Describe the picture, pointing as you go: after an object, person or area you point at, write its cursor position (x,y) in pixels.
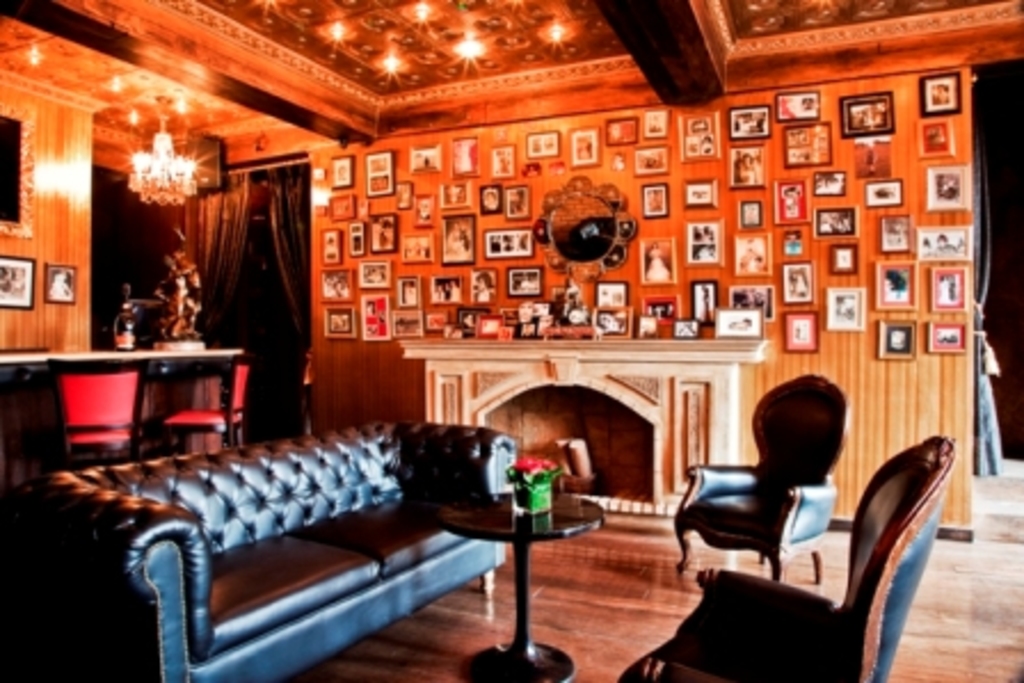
Here we see a inner of a room (597,307) we see few chairs (78,403), sofa set (299,449) and a table (575,516) and few photo frames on the wall (324,337) and a chandelier light (187,160).
